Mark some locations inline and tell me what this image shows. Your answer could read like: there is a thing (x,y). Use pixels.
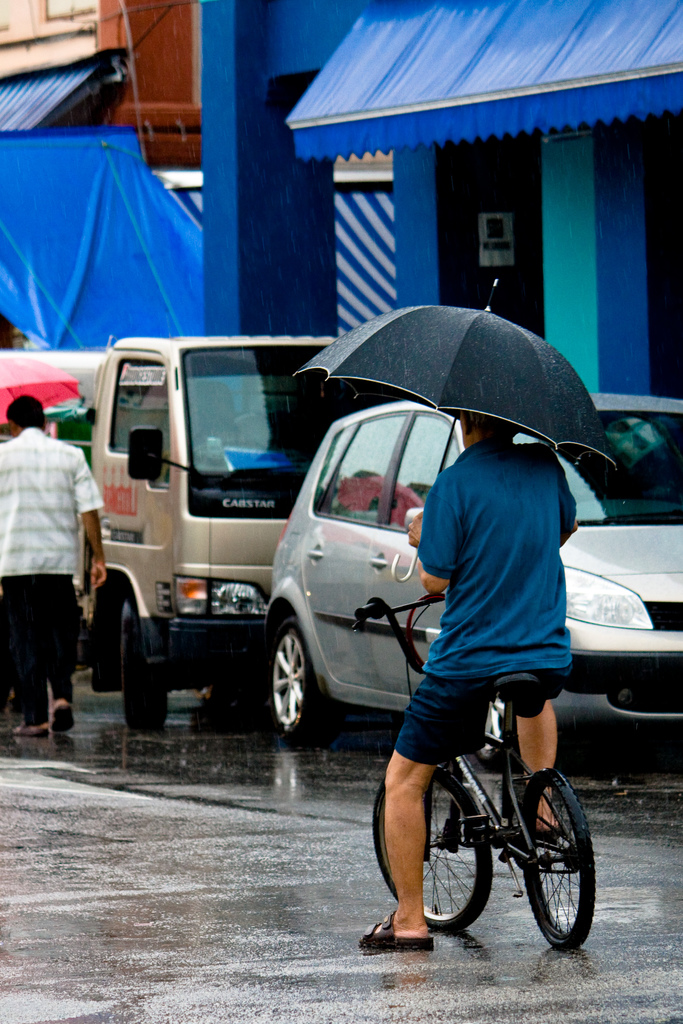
There is a man (481,618) in the bicycle (483,798), holding an umbrella (481,360). In the background (396,486) we can observe some cars (339,651), vehicles (171,557). There are buildings (358,179) here.
